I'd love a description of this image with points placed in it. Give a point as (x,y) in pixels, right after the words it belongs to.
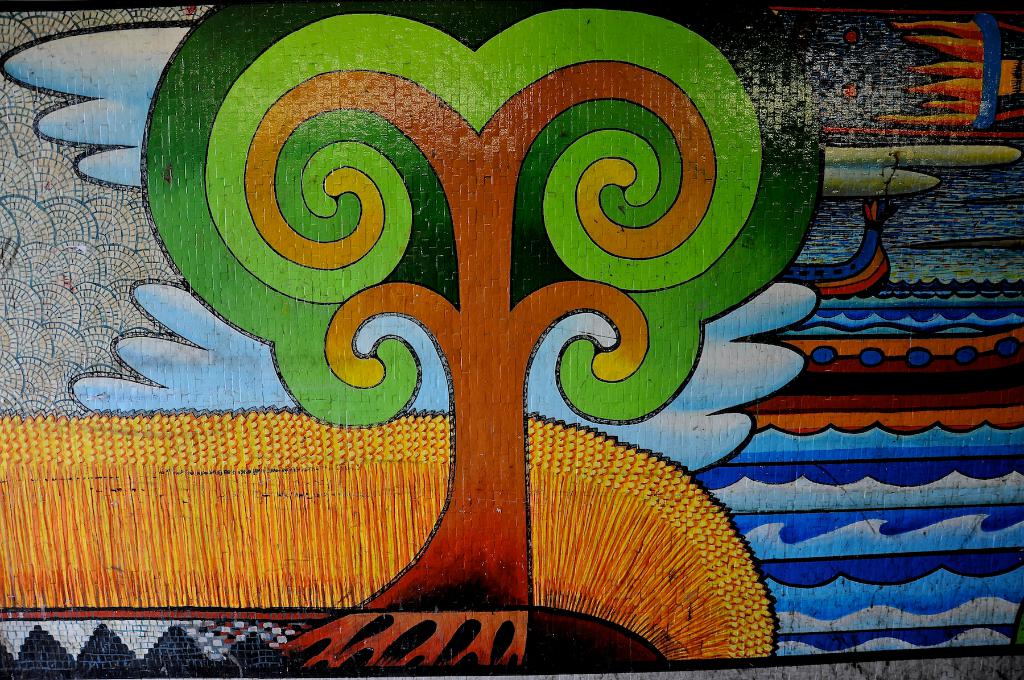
In this image there is a painting (511,302) on the wall (398,344).
